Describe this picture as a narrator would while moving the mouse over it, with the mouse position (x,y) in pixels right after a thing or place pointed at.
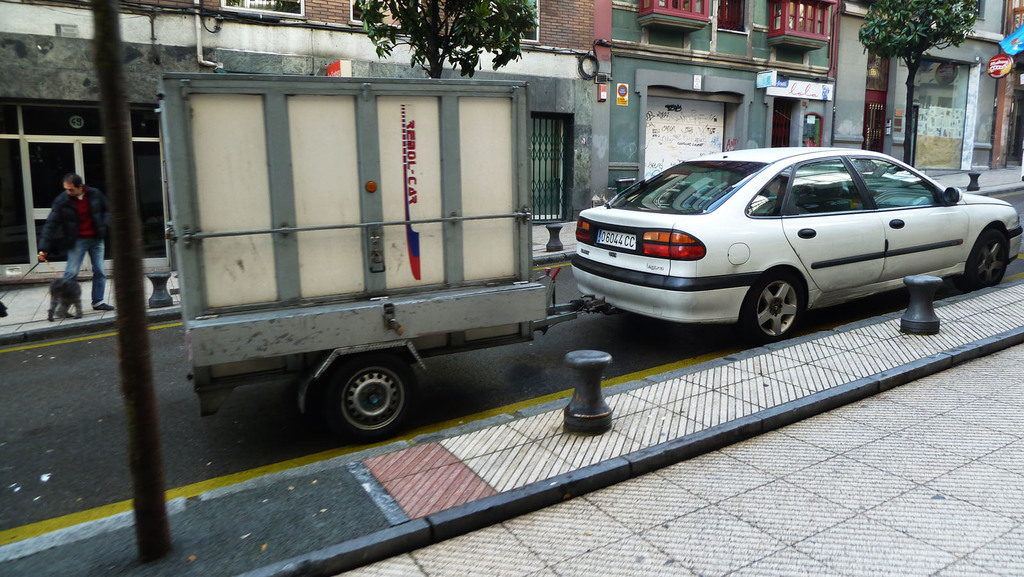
In the foreground of this image (663,489), there is a pavement (680,537), pole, few bollards (585,420) on the path (708,397). In the background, there is a trailer (484,279) attached to the car (681,284) moving on the road (255,440), man (53,227) holding a belt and a dog (55,286) on the side path (23,312), few buildings (755,46), trees (515,45), boards (791,83) and the cables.
